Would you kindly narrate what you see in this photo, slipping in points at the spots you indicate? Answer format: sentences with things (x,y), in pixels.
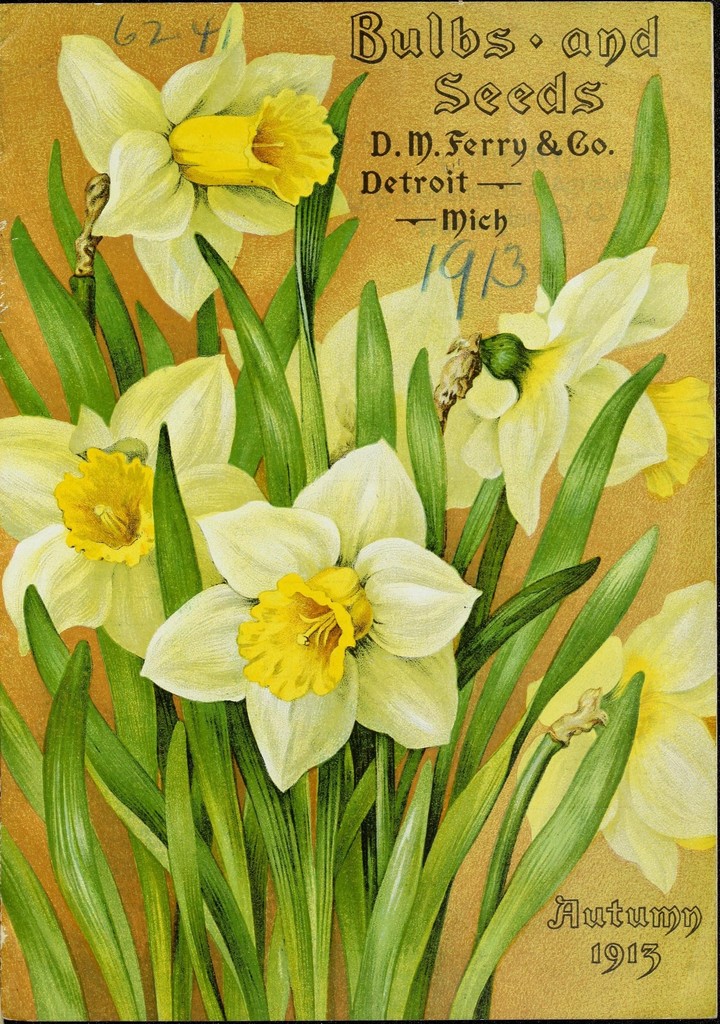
In the picture I can see poster (373,865), on which there are flowers (301,763) to the stem (326,782) and some text (359,51).
